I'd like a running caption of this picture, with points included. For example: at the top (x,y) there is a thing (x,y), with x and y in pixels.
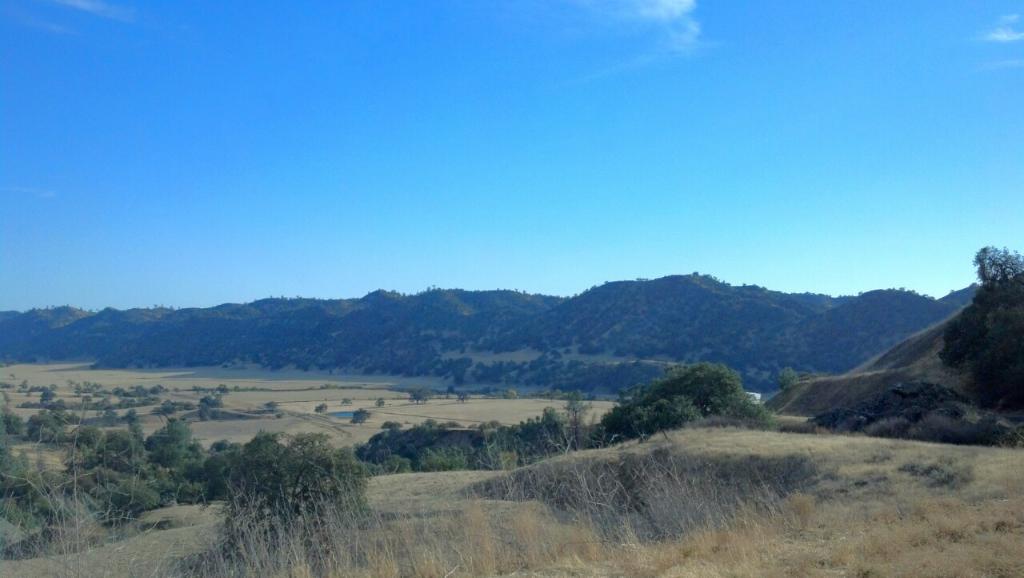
Here in this picture in the front (414,493) we can see the ground (413,495) is fully covered with grass (395,534) and plants (213,455) over there and in the far we can see mountains (303,321), which are fully covered with plants (352,329) over there and we can see clouds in the sky (704,34).
